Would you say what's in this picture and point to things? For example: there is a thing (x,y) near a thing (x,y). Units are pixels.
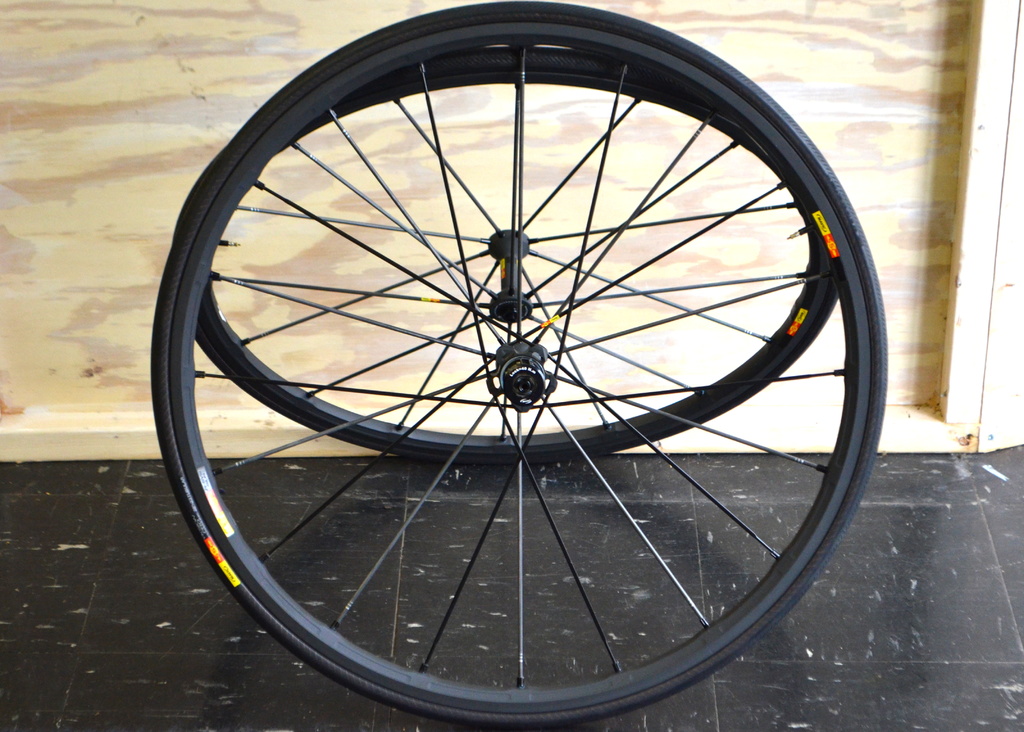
In the foreground (380,650) we can see wheel (409,402) of a bicycle (742,101). At the bottom (360,619) it is floor (38,605). In the background (115,163) it looks like there is another wheel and a wooden object (886,169).
